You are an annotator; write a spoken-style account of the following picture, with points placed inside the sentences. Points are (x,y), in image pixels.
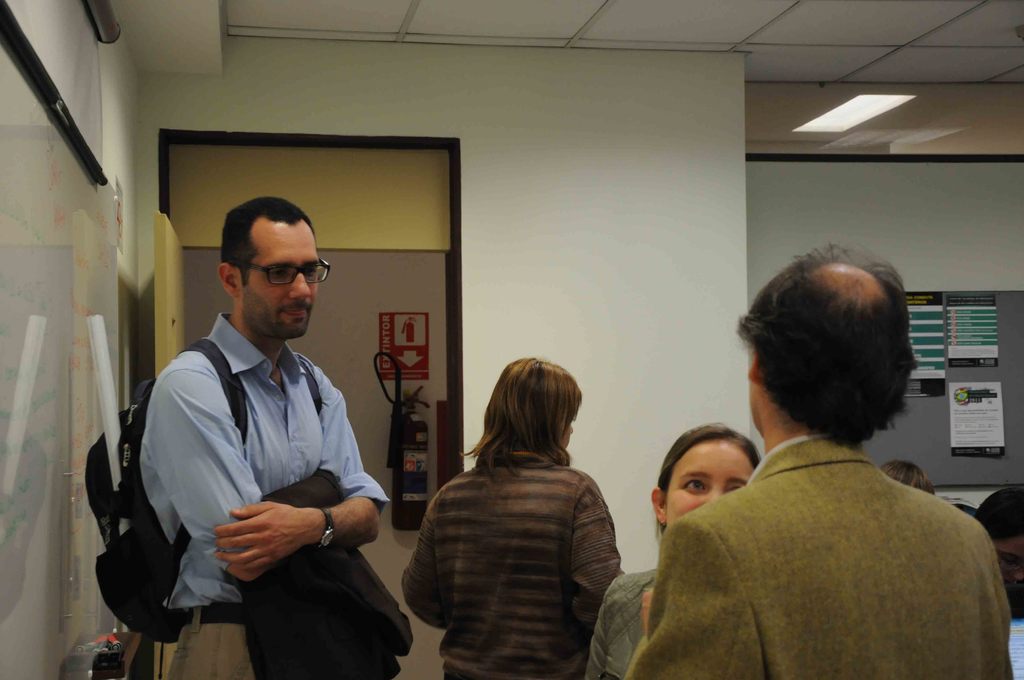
In this image there are a few people (513,521) standing and talking in a classroom (607,419), beside the person (302,420) there is a board (109,267) on the wall (132,273), behind him there is a door (335,183) opened connected to other room (374,436) and there is a fire extinguisher (395,450), on the other side of the room (872,367) there are posters (921,378) on the notice board (917,431) on the wall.
